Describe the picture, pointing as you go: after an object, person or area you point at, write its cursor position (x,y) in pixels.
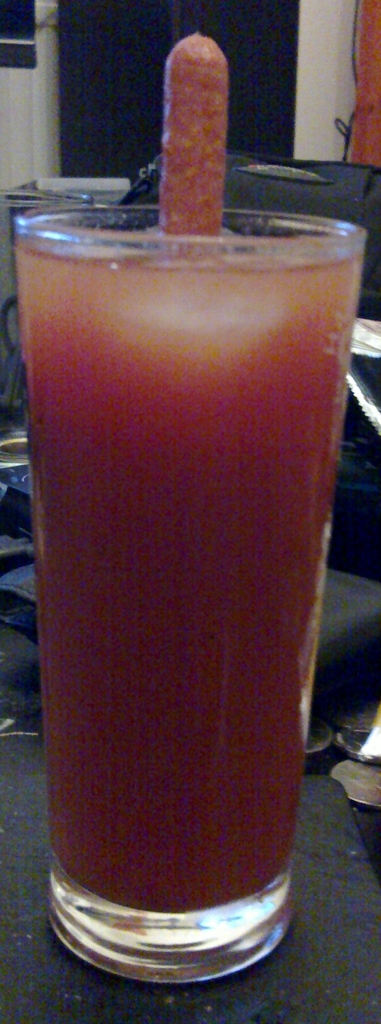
In this image there is a table (333,805), on that table (44,1017) there is a glass (38,241), in that glass (224,254) there is juice (129,737), in the background (337,548) there is a bag (342,178).
